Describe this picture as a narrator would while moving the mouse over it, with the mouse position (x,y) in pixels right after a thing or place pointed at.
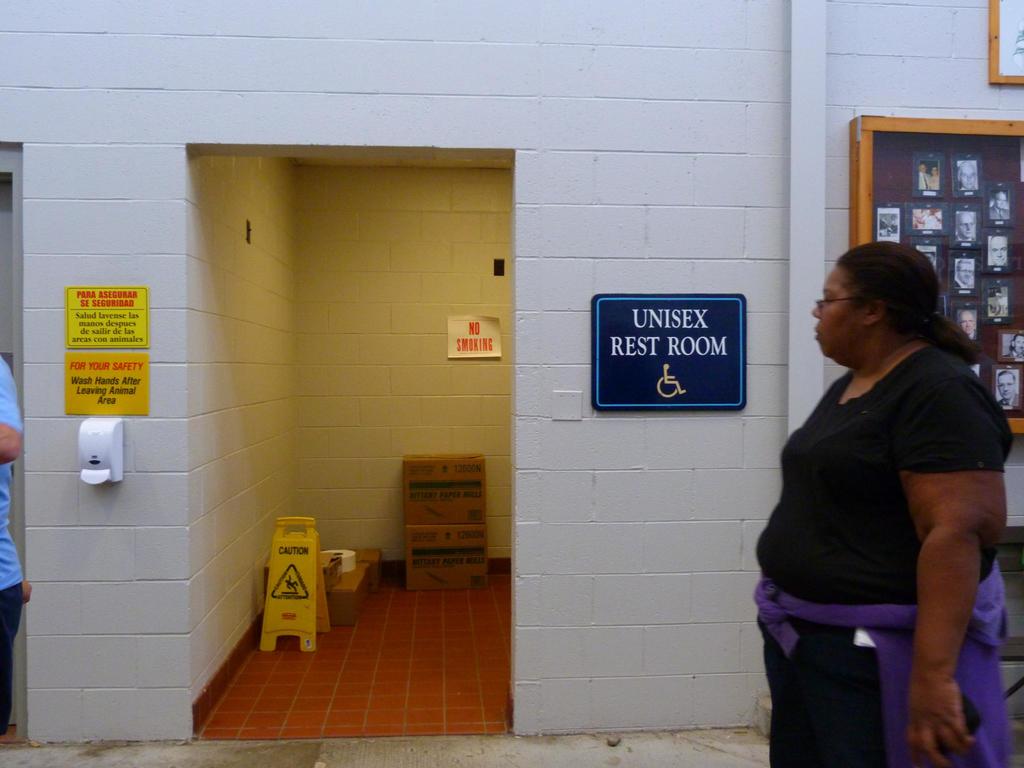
In this picture I can see a person (849,453) on the right side (838,534). I can see name plates (592,380). I can see caution board (322,616).
